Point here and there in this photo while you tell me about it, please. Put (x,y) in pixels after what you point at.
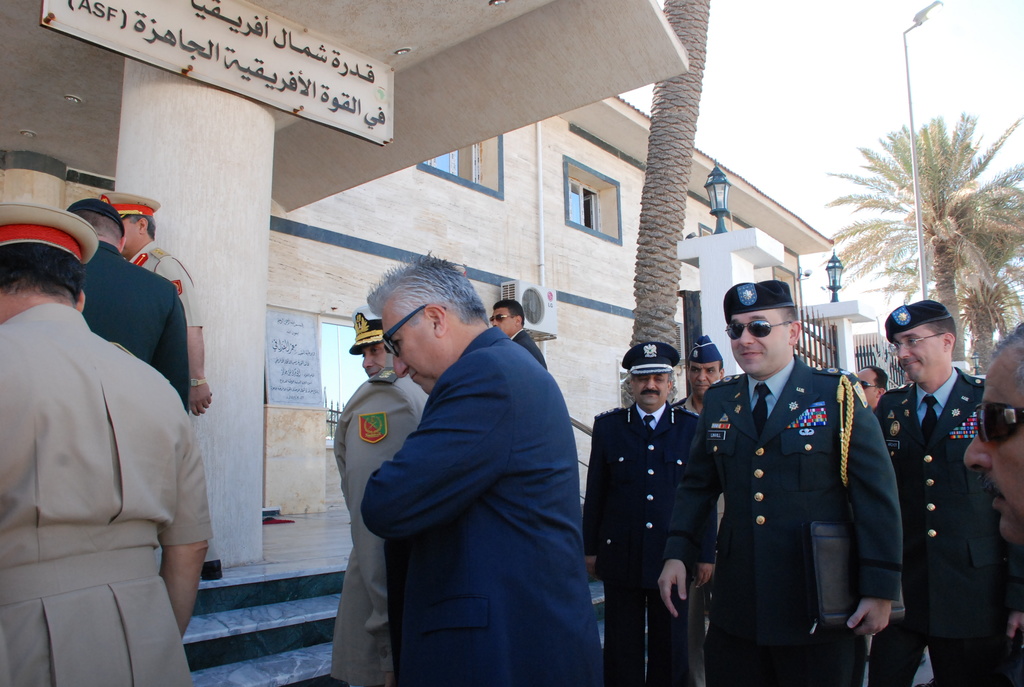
In the picture I can see people (704,493) among them some are walking and some are standing on the ground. I can also see some of them are wearing uniforms (707,501) and hats (907,310). In the background (329,573) I can see a building (523,243), a board (322,93) which has something written on it, lights (837,298), trees (965,153), the sky (782,100) and some other objects (776,253).
